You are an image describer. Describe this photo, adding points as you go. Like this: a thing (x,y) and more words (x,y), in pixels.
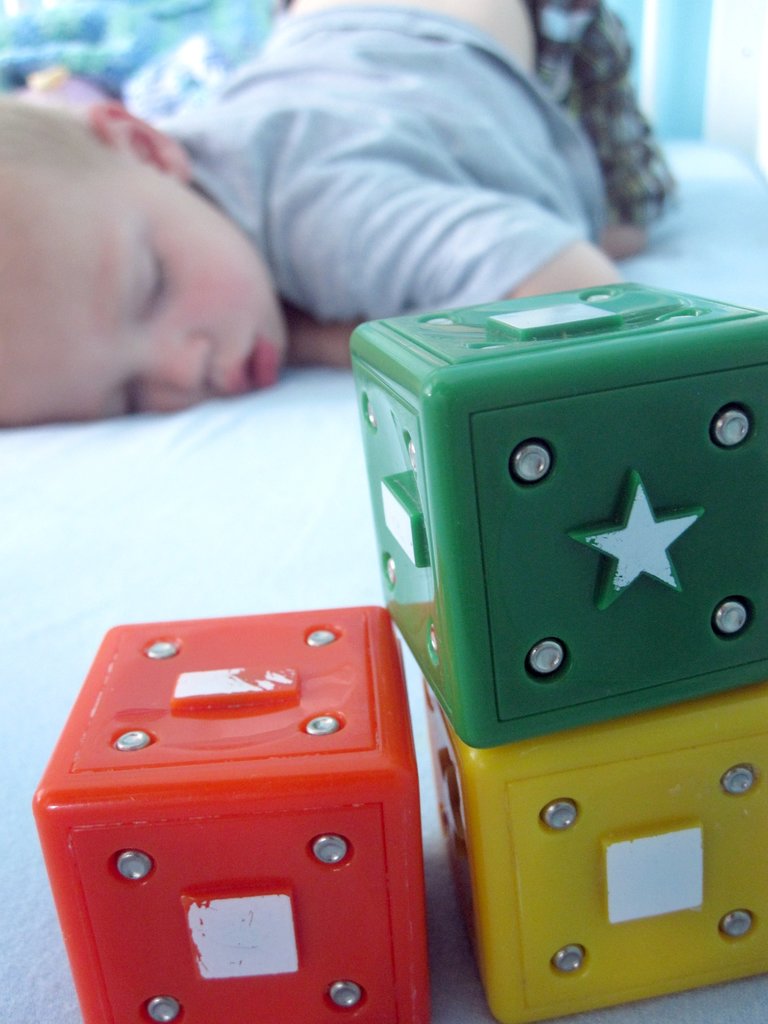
In this image, we can see a person (225,257) sleeping on the white colored cloth (43,584). We can also see some cubes (402,676) and some object (234,59) on the top left corner (179,53).
